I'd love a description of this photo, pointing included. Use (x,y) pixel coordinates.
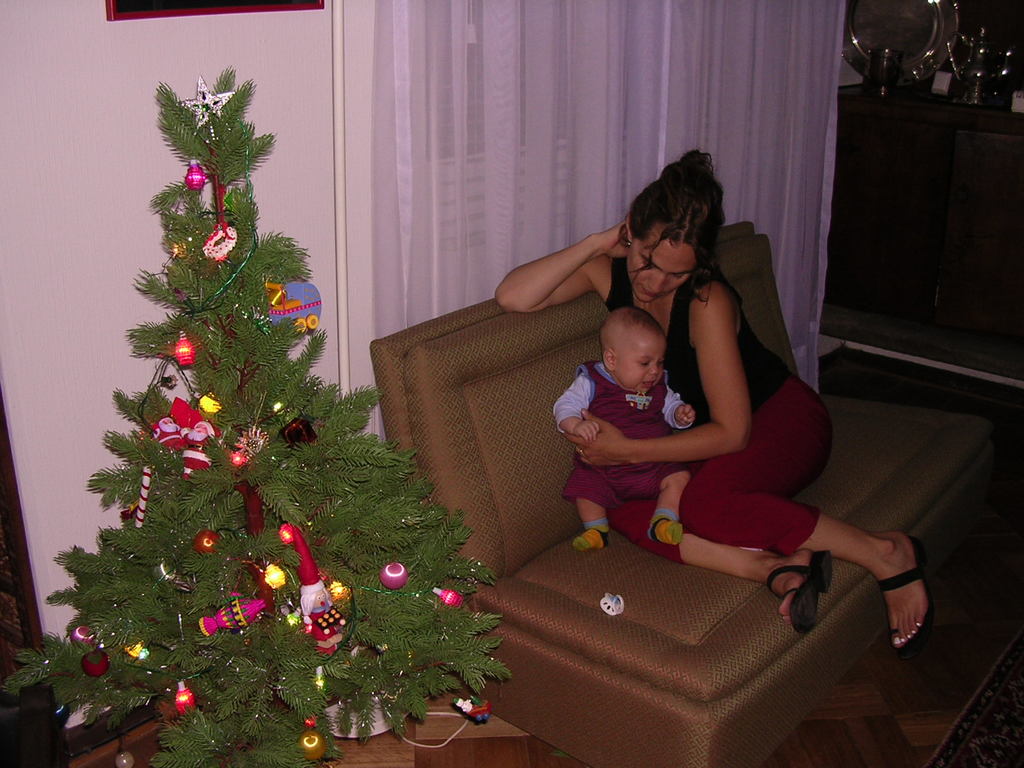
In this image I can see a person (725,447) is holding a baby (621,474) and they are sitting on the couch (711,606). I can see a Christmas tree (221,387) and it is decorated with few colorful objects (336,642). Back I can see the white curtain (694,79), wall (289,94) and few objects (911,72) on the table (917,115).
